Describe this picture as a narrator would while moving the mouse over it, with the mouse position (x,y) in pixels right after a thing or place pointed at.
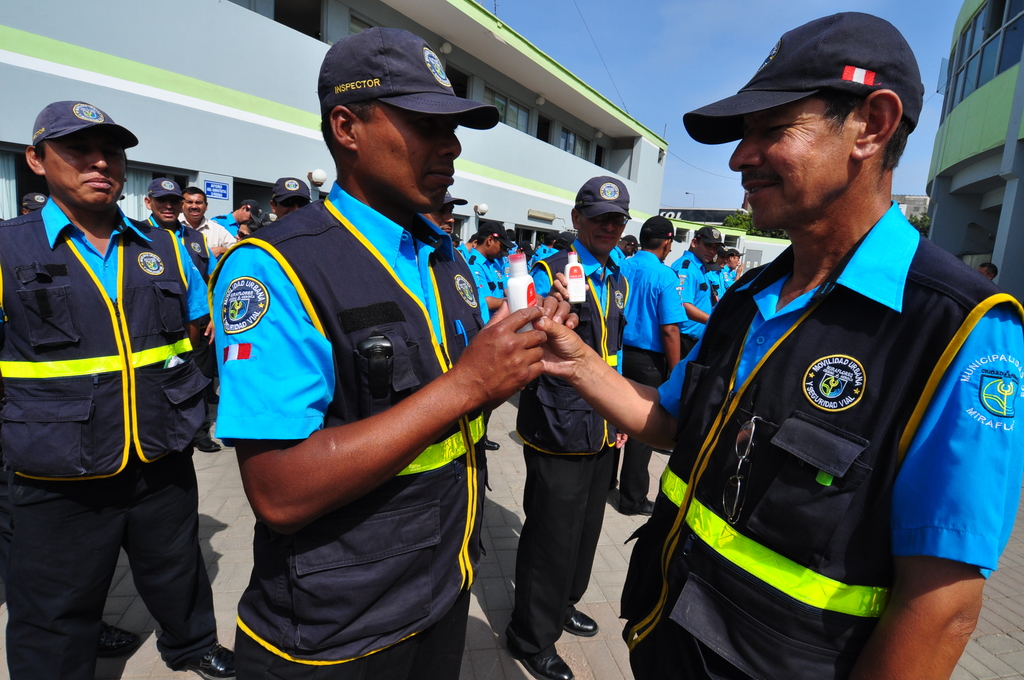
In this image we can see few persons (432,240) are standing and among them few persons (513,347) are holding small bottles (512,304) in their hands (582,365). In the background (77,5) we can see buildings (462,71), windows (31,189), curtains (7,207), trees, wires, objects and the sky (719,93).
